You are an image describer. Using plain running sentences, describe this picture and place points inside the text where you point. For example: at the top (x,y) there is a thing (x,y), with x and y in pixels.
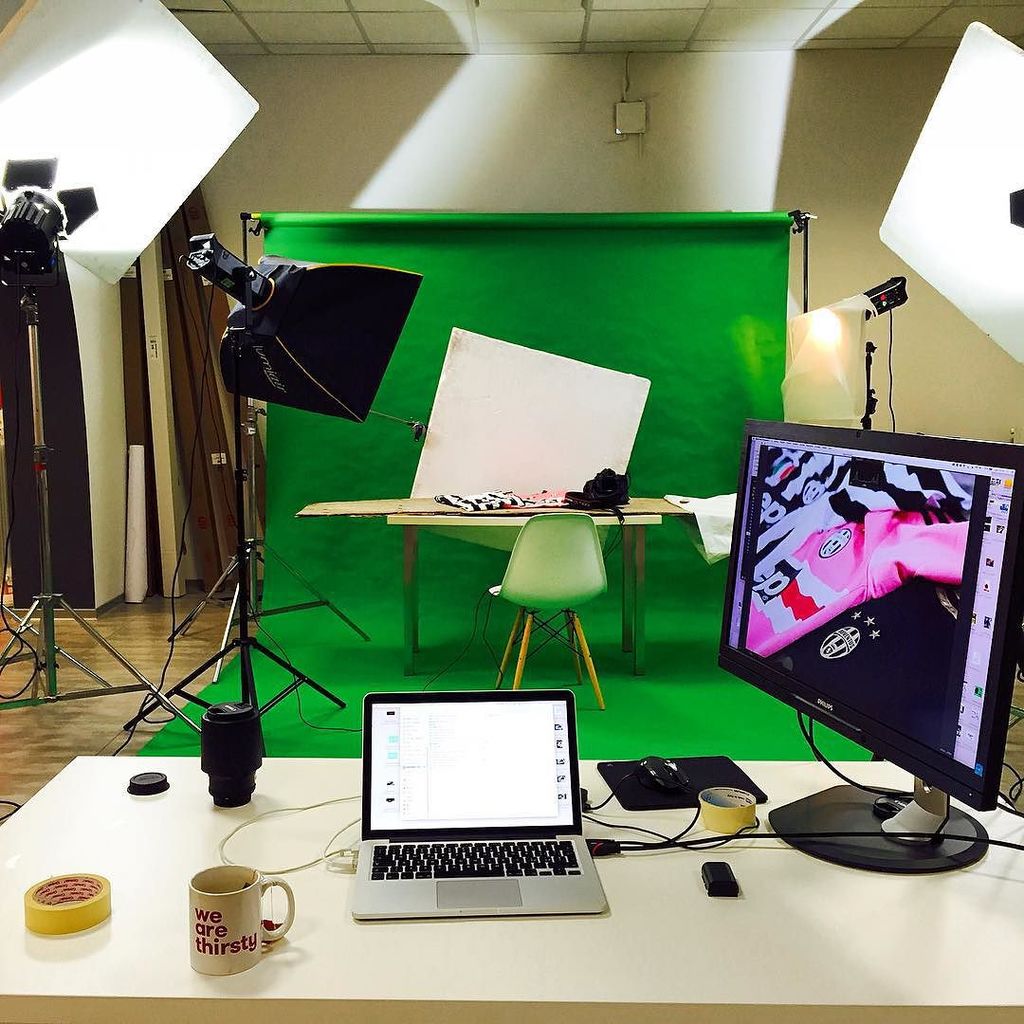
In the picture we can see a white table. On it we can see a monitor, two plasters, laptop (519,723), cup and a lens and wires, in the background (338,371) we can see a camera lights (328,361), table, chair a white board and a green curtain (720,447) hanged to the wall (445,73), and a wall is white in color.
